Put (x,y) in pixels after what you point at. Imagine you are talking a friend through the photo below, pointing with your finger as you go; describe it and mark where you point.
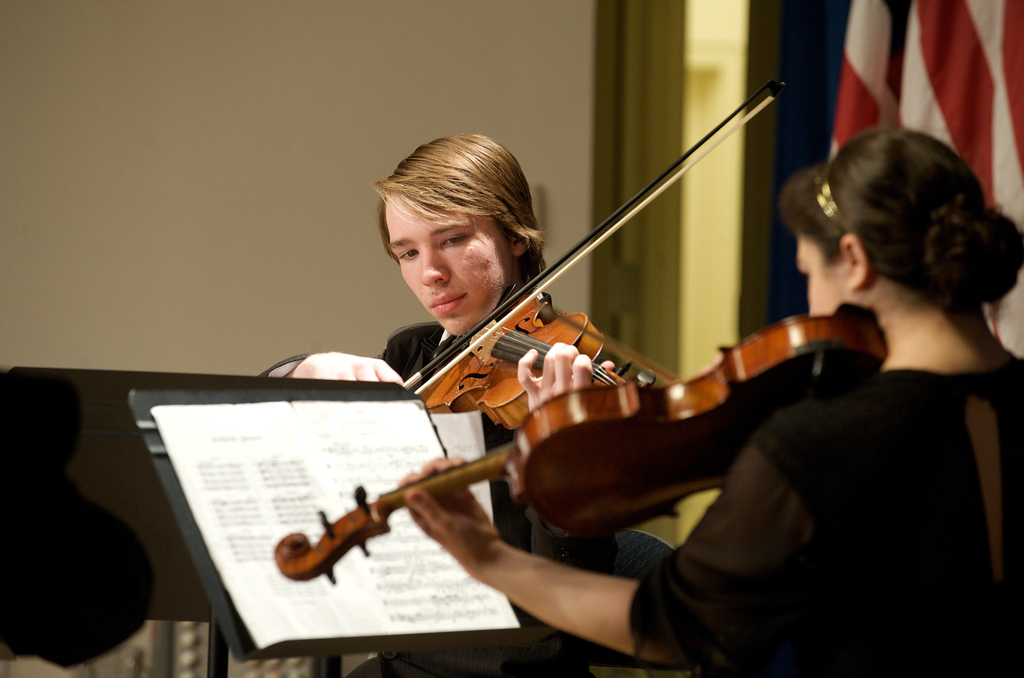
In this picture there are two people (450,302) playing the violin (439,484) there is a stand (408,637) before them and they are some papers (315,527) on it
